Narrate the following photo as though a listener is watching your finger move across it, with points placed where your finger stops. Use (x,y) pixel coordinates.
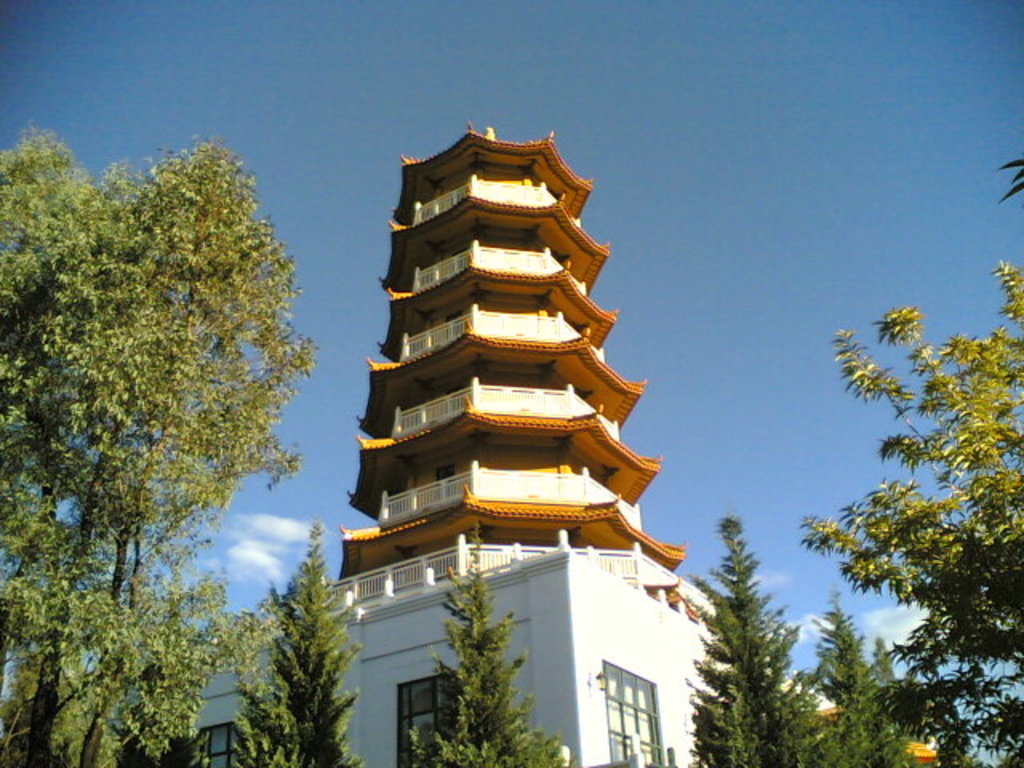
In this picture there is a Pagoda (480,324) and there are few trees (802,737) in front of it and the sky (672,125) is in blue color.
